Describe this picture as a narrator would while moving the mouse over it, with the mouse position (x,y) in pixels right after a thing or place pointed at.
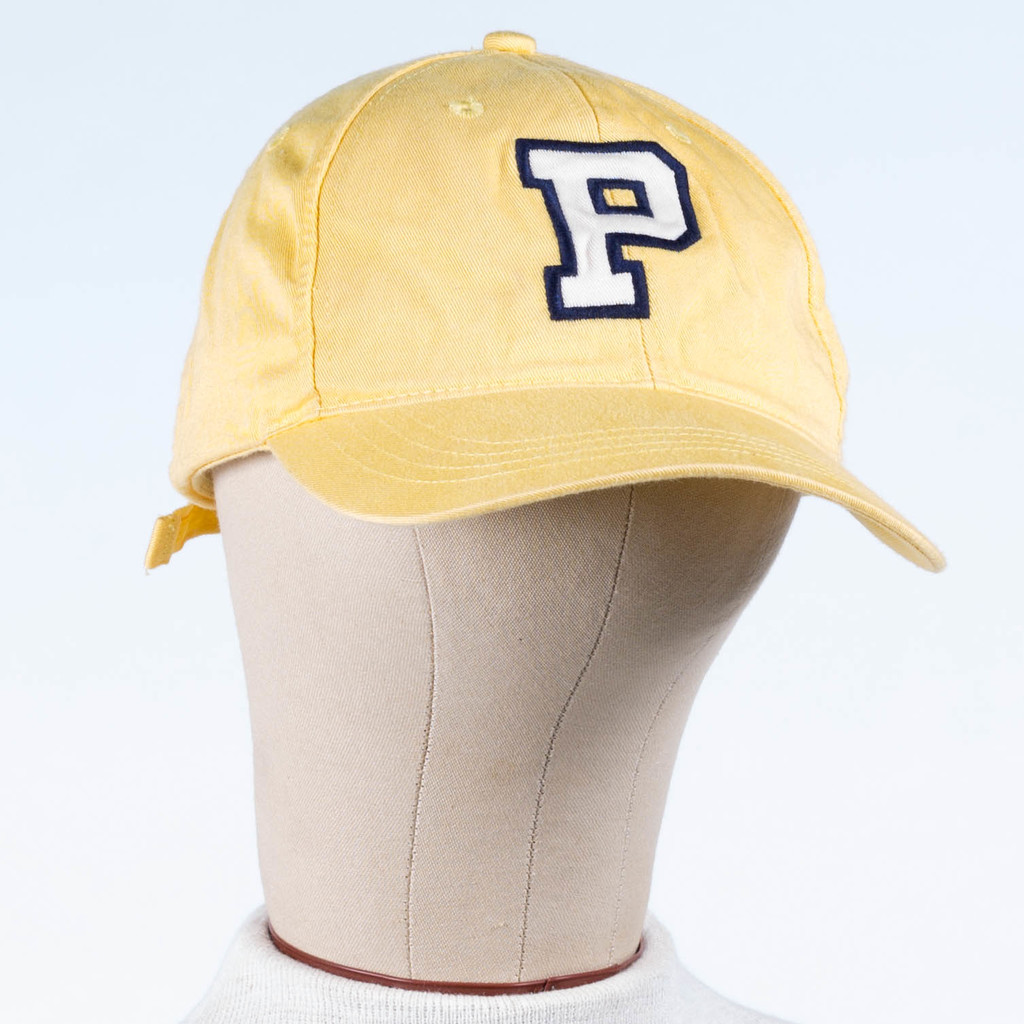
In this picture we can see yellow cap (388,506) on mannequin (332,852). In the background of the image (324,39) it is white.
